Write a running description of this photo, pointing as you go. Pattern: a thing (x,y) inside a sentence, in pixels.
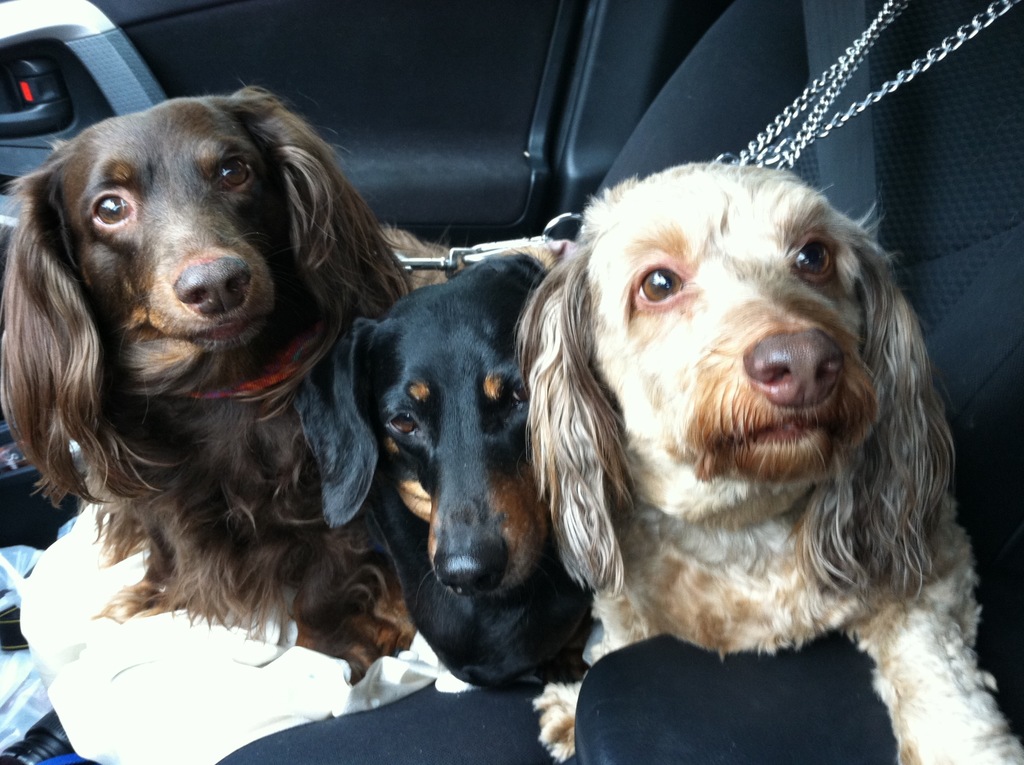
In this picture we can see some dogs (171,440) are in the vehicle (508,126) and attached with the chain (885,17).
